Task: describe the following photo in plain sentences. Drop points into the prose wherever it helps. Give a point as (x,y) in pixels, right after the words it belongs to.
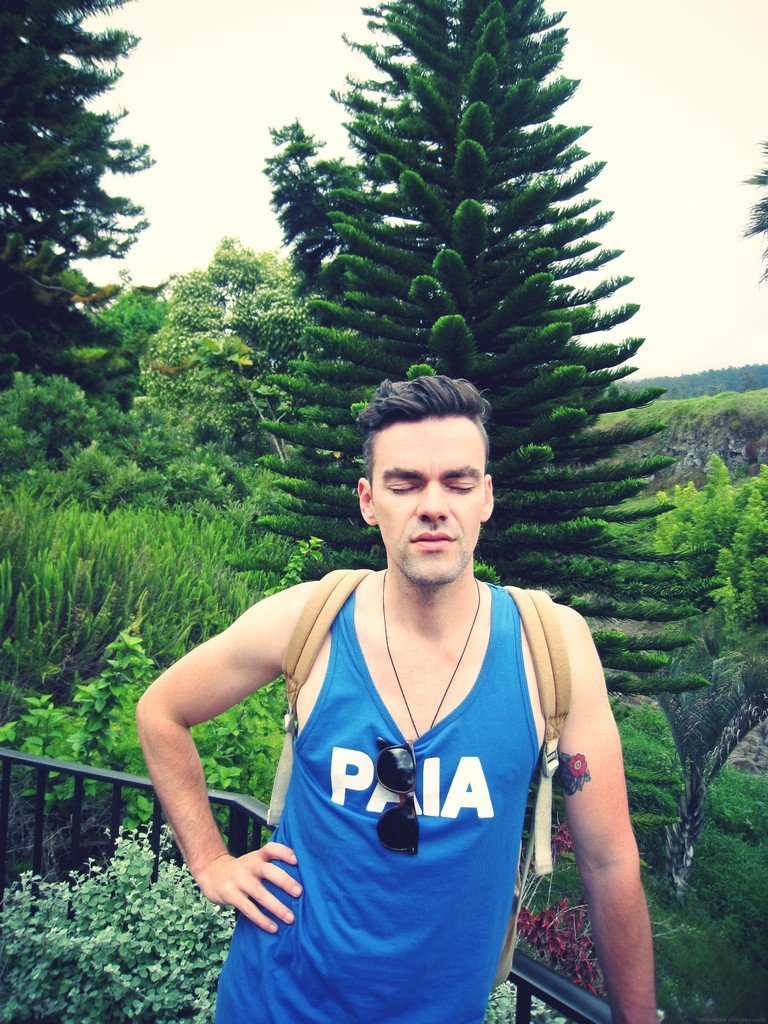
In this image, we can see some plants (99,600) and trees (372,296). There is a person (486,810) at the bottom of the image (459,792) wearing clothes (365,935). There is a sky (351,52) at the top of the image (393,63). There is a safety barrier (6,838) in the bottom left of the image (233,812).
